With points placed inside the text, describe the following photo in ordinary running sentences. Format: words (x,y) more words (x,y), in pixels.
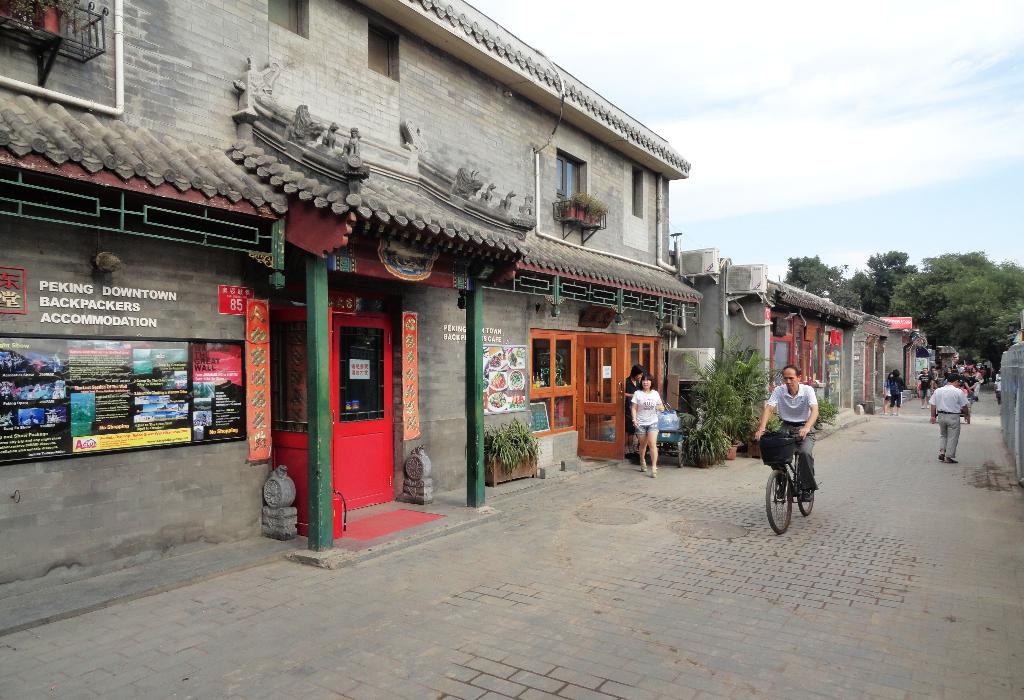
In this image there are houses (475,243), plants (752,383), trees (967,310), bicycle (791,450), people (890,383), doors (372,321), pillars (320,355), cloudy sky (789,186) and objects (257,374). Something is written on the boards (218,374).
